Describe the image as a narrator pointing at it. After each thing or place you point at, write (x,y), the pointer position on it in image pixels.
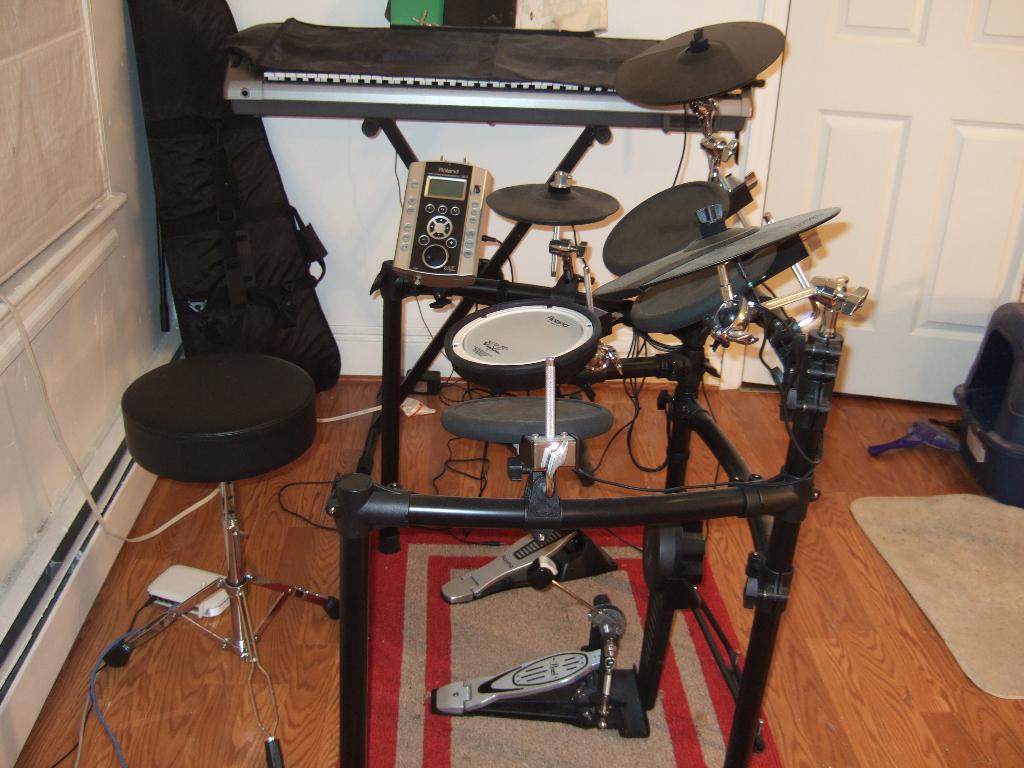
In this image we can see the musical instruments (453,270), a guitar bag (269,264), stool (197,392), door (932,228), wall (344,161) and also the mat (948,556) on the floor (908,739). We can also see the wires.
